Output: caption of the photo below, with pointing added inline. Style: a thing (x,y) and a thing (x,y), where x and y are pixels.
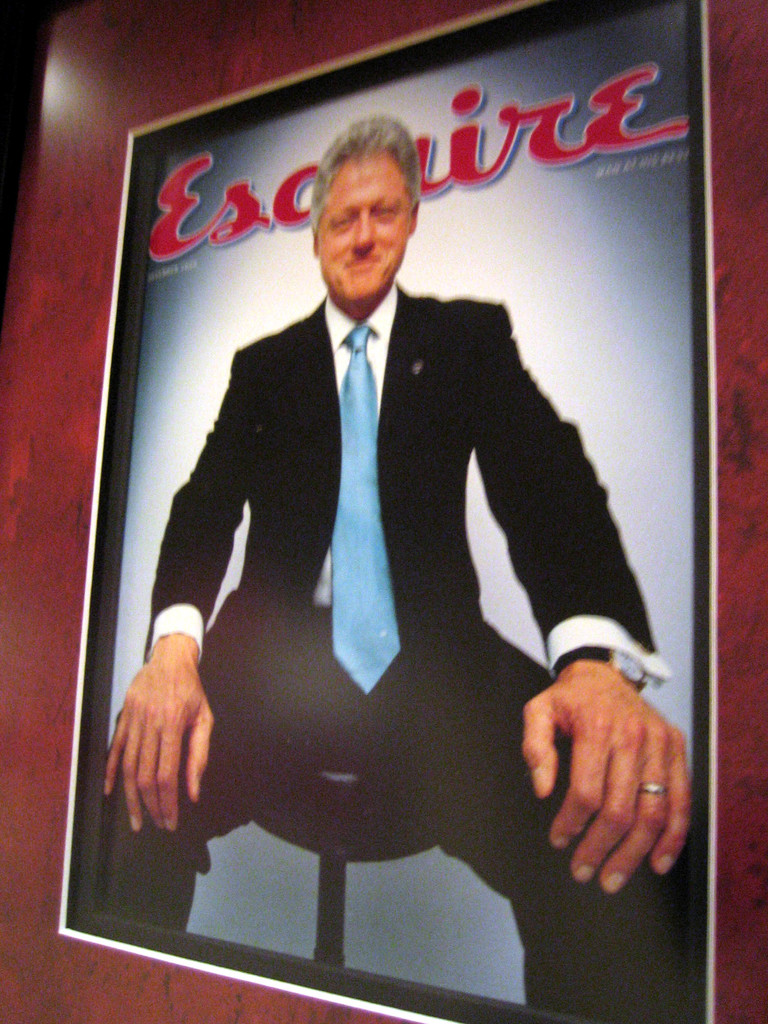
In this picture we can see a photo frame (596,428), there is a picture (559,412) of a man (526,432) and some text (454,152) in the frame (700,94).
